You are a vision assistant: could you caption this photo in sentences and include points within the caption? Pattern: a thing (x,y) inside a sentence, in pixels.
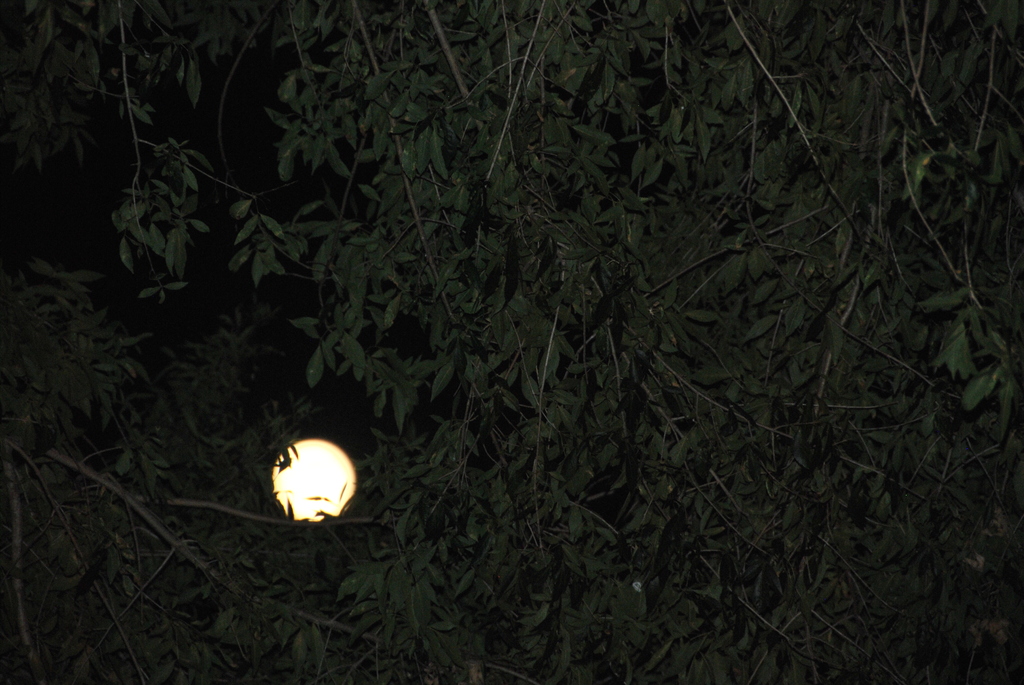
In this image, we can see trees (687,485). In the background (313,468), we can see the moon (349,461) and dark.
